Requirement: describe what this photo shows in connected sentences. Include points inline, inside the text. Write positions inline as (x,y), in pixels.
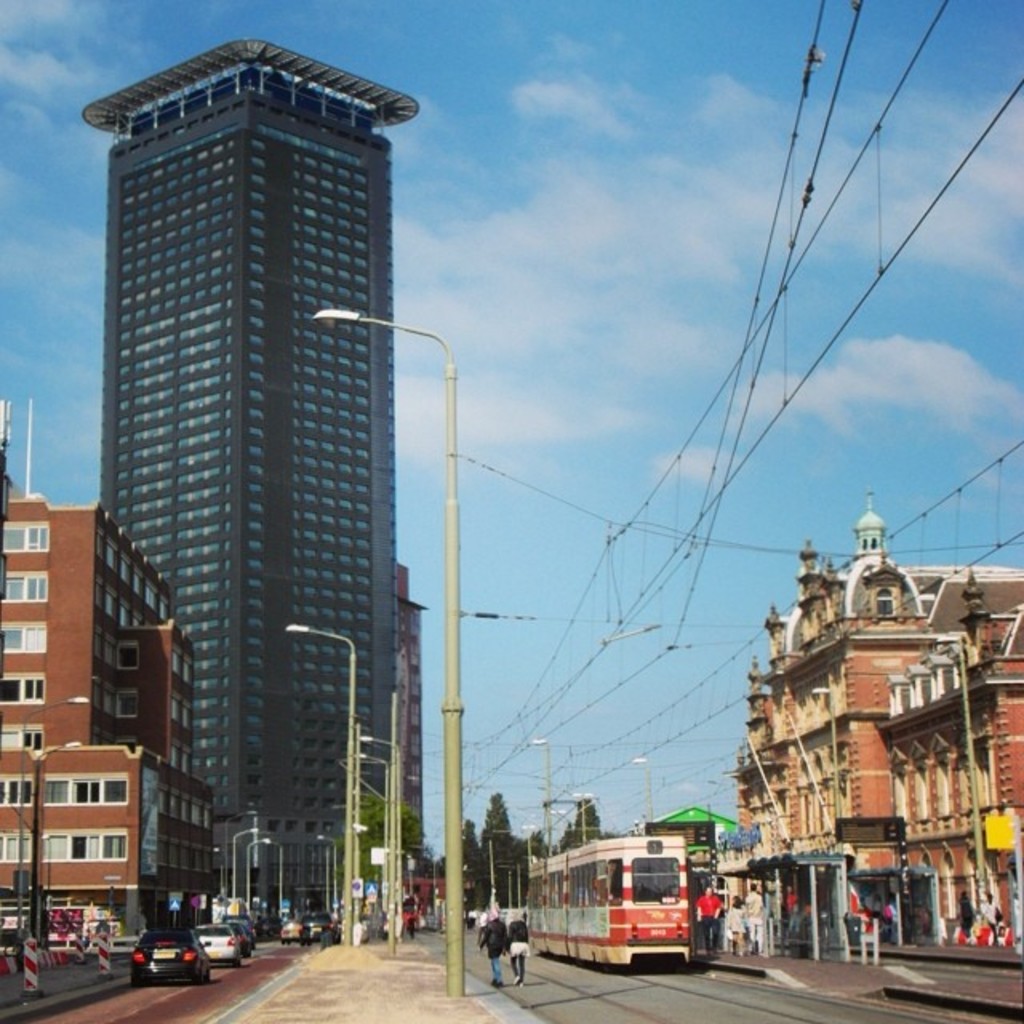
There are cars (288,925), poles (280,898), train (609,927) and people (524,921) are present at the bottom of this image (611,955). We can see trees (531,841) and buildings (290,909) in the background (166,838) and the sky (565,482) is at the top of this image (659,300).
